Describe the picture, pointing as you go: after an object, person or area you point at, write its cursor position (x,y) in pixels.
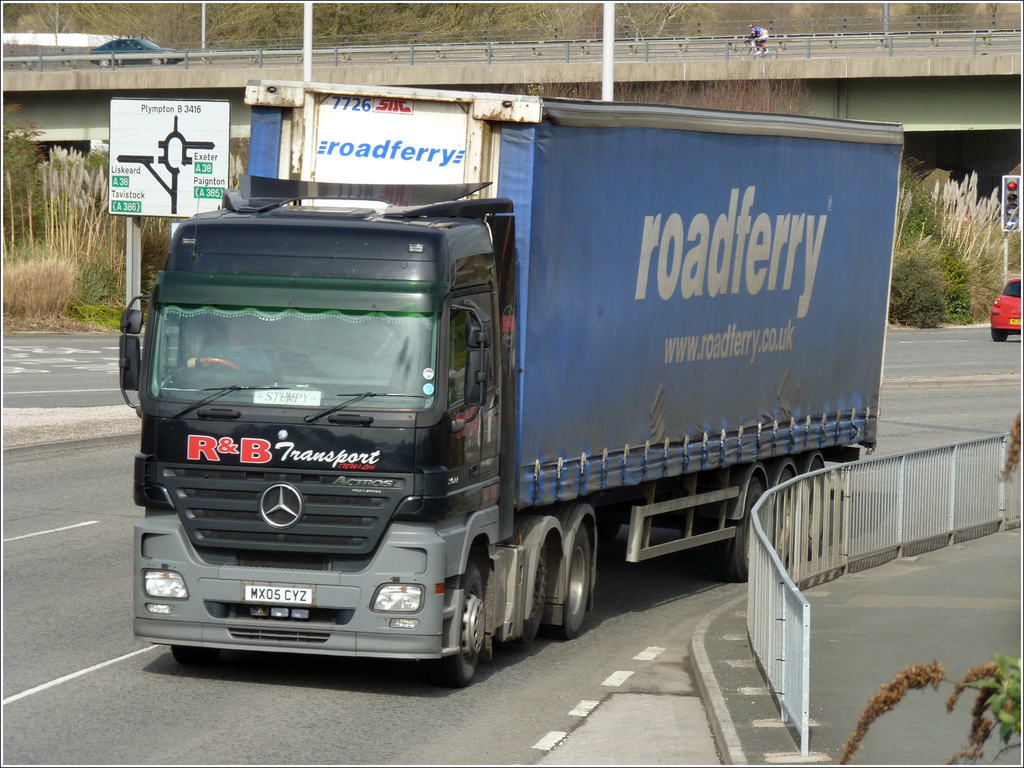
In the picture I can see a truck (550,355) which has something written on it is on the road (888,433) and there is a fence (815,514) beside it and there is a bridge (347,52), few plants (439,30) and some other objects (159,153) in the background (448,18).
